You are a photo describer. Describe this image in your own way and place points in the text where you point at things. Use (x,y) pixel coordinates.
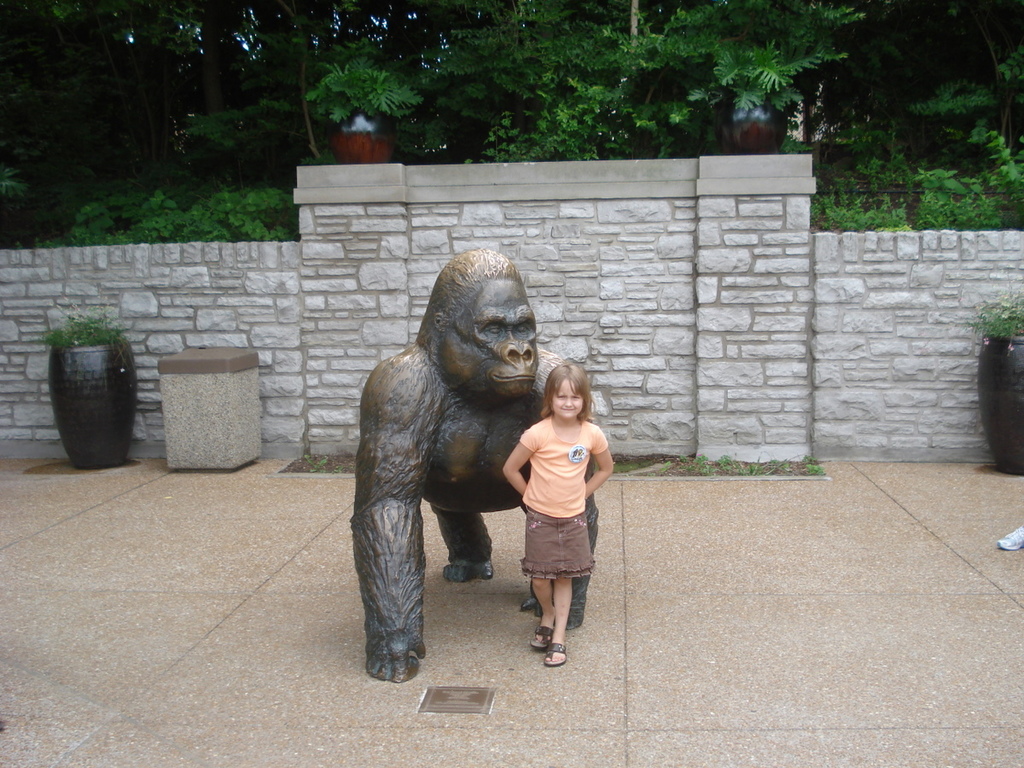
In the center of the image (549,431) we can see a girl (563,659) standing and there is a sculpture (495,469). In the background (323,314) there is a wall (395,320) and we can see plants (1022,328). There are trees (988,85).
